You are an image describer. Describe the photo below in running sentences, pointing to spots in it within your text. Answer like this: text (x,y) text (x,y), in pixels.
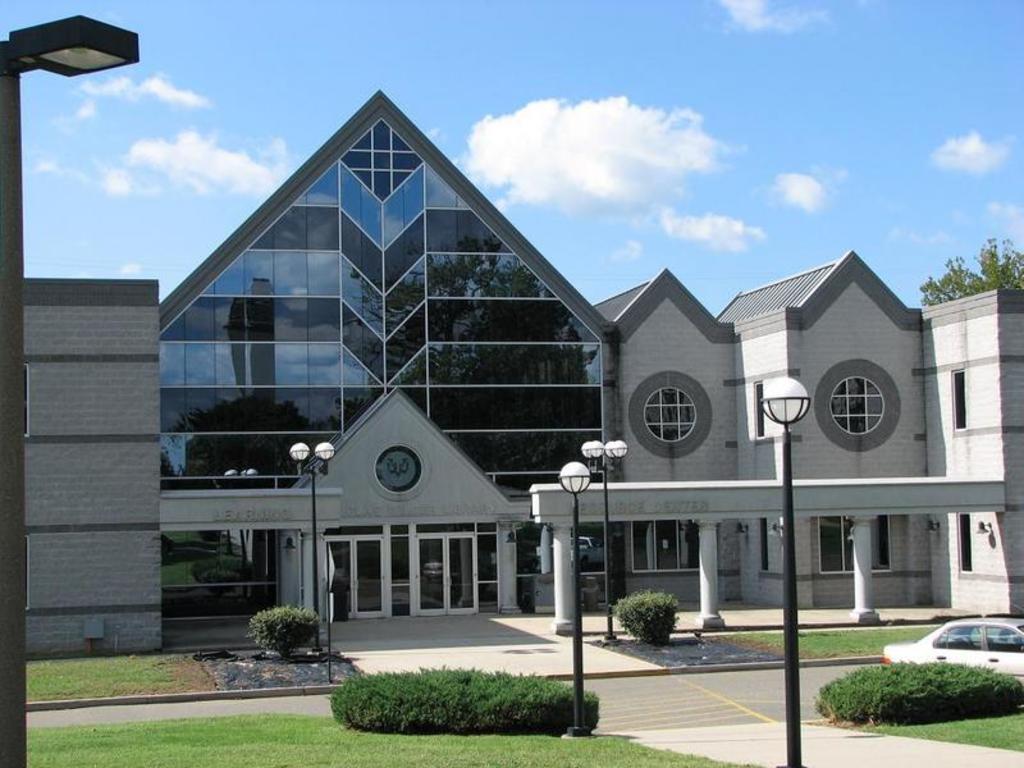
In this image I can see a house (651,397), in front of house (249,471) I can see bushes (413,733), street light poles (787,637) and lights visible and there is a road (304,698) in the middle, on the road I can see a car (969,645) on the right side (993,640), at the top (719,144) there is the sky (447,122), in the top left (80,37) there is a light (100,59) attached to the pole (6,229).
